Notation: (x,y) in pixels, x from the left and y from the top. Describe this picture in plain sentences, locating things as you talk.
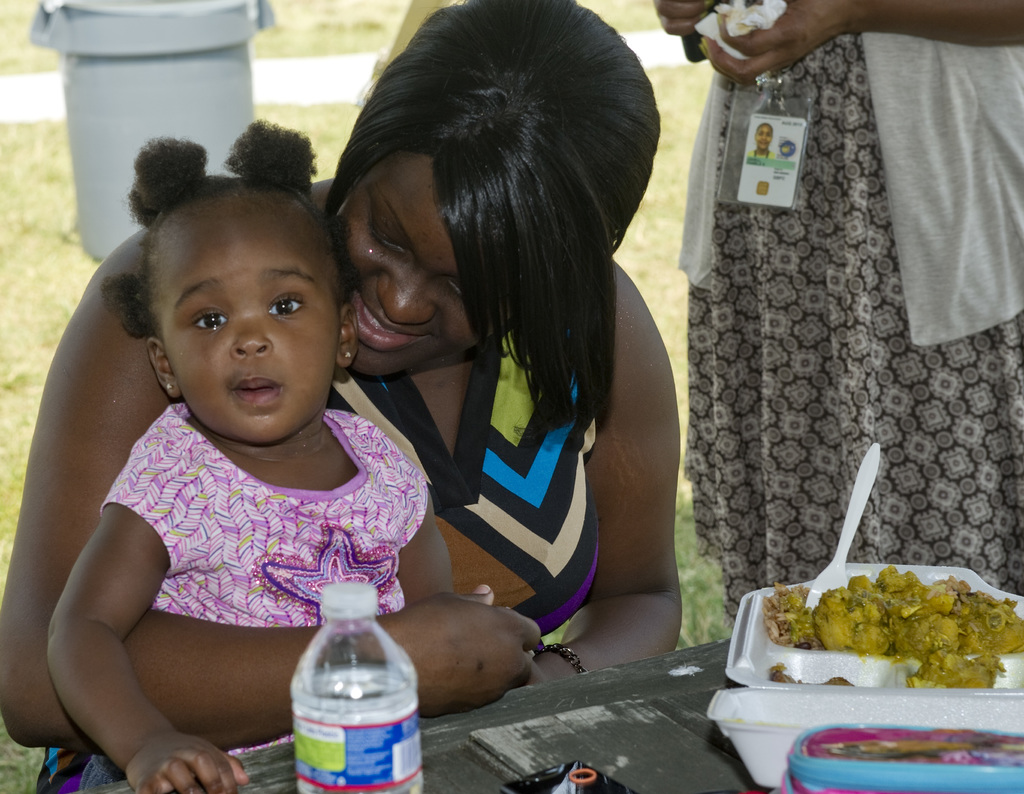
This picture shows a woman (710,248) standing and a woman (496,251) seated holding a girl (106,591) in her hand (434,642) and we see some food (939,609) and a water bottle (344,718) on the table (258,782) and we see a dustbin (93,145) on her back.
